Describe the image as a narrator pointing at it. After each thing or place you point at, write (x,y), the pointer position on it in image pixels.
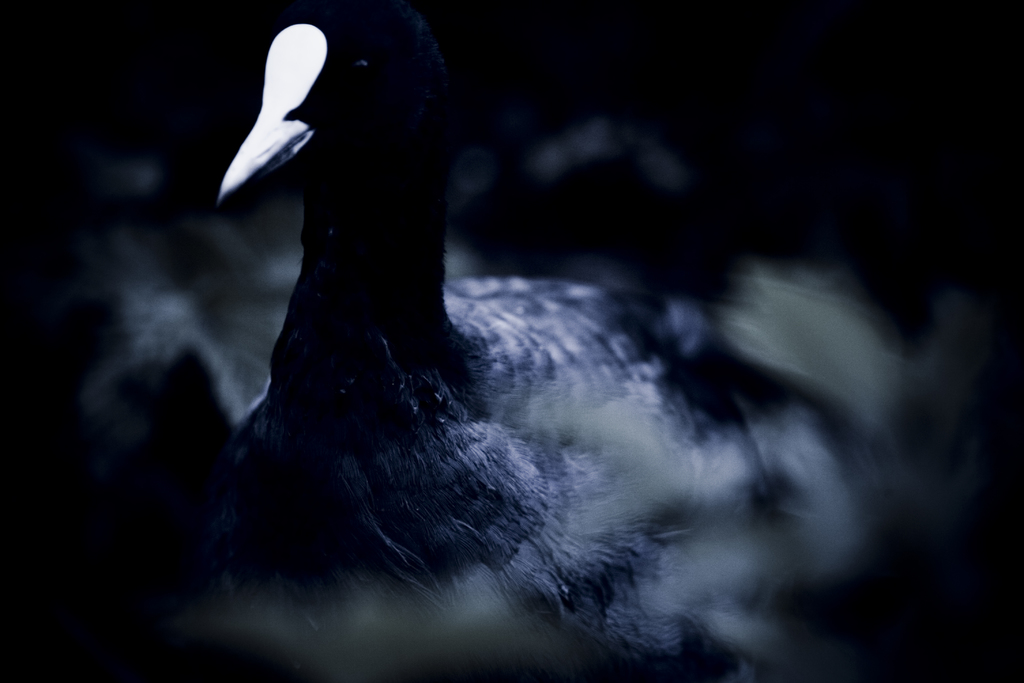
In this image I can see in the middle (532,325) there is a bird (543,519) in black color.
